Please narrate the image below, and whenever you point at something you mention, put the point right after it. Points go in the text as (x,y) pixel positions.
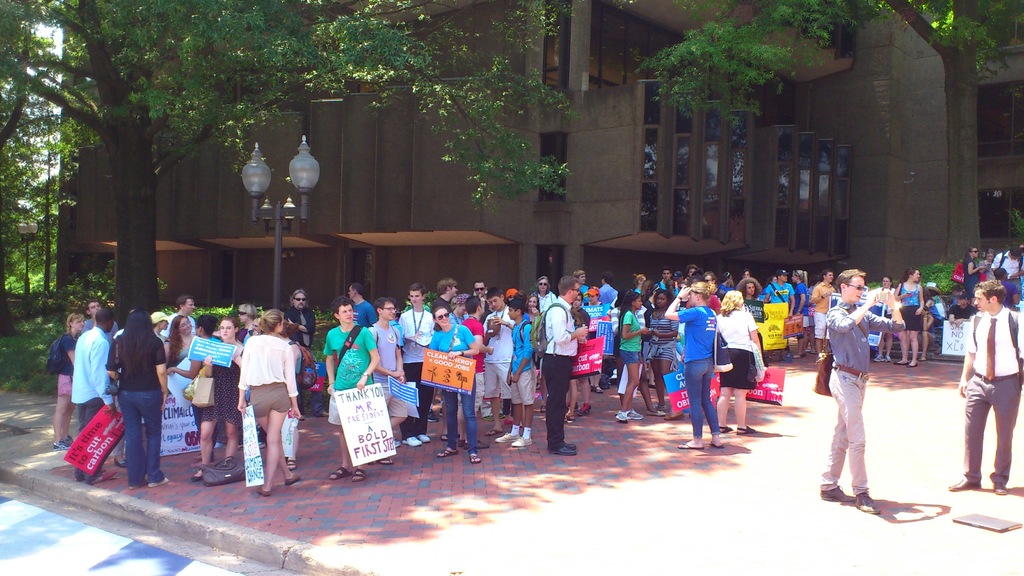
There is a crowd (507,366). Some are holding placards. There is a light pole (279,218). Also there are trees (132,175). In the back (459,167) there is a building (635,198) with glass windows (730,203).
